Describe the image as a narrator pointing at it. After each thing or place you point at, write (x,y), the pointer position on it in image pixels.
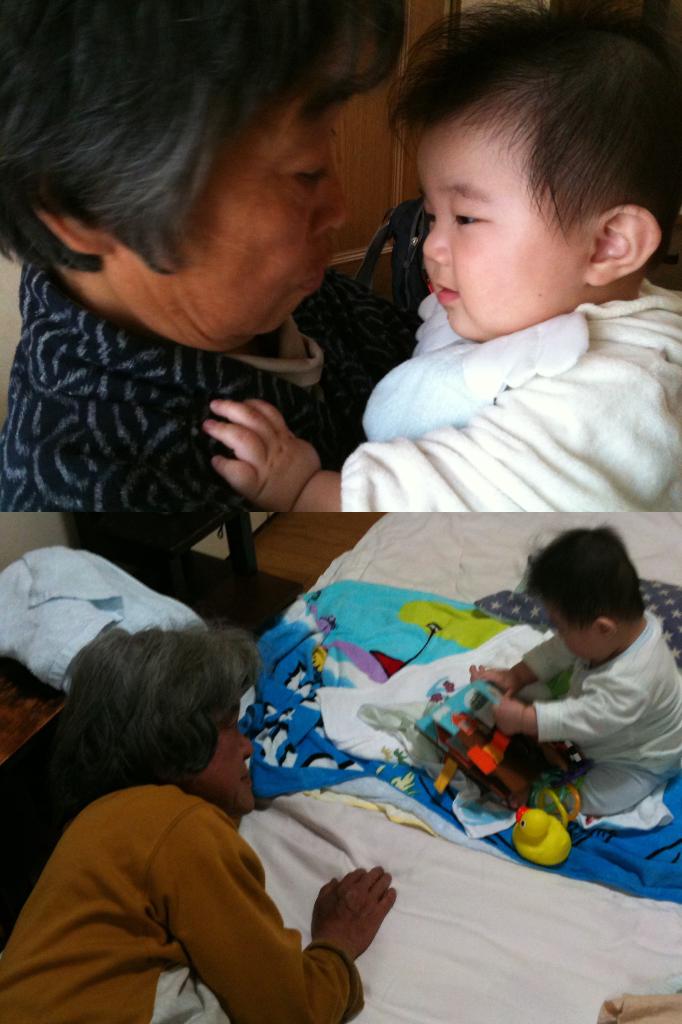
There are two images. In the first image, there is a person (176,339) holding a baby (471,142) who is in white color t-shirt (591,432). In the second image, there is a person (113,887) laying on the bed (324,845), on which, there is a baby (662,758) who is in white color t-shirt (662,702) and is playing with toys (533,737). In the background (230,581), there is a chair (241,565), a cloth (97,584) on the table (13,730) and there is wall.
